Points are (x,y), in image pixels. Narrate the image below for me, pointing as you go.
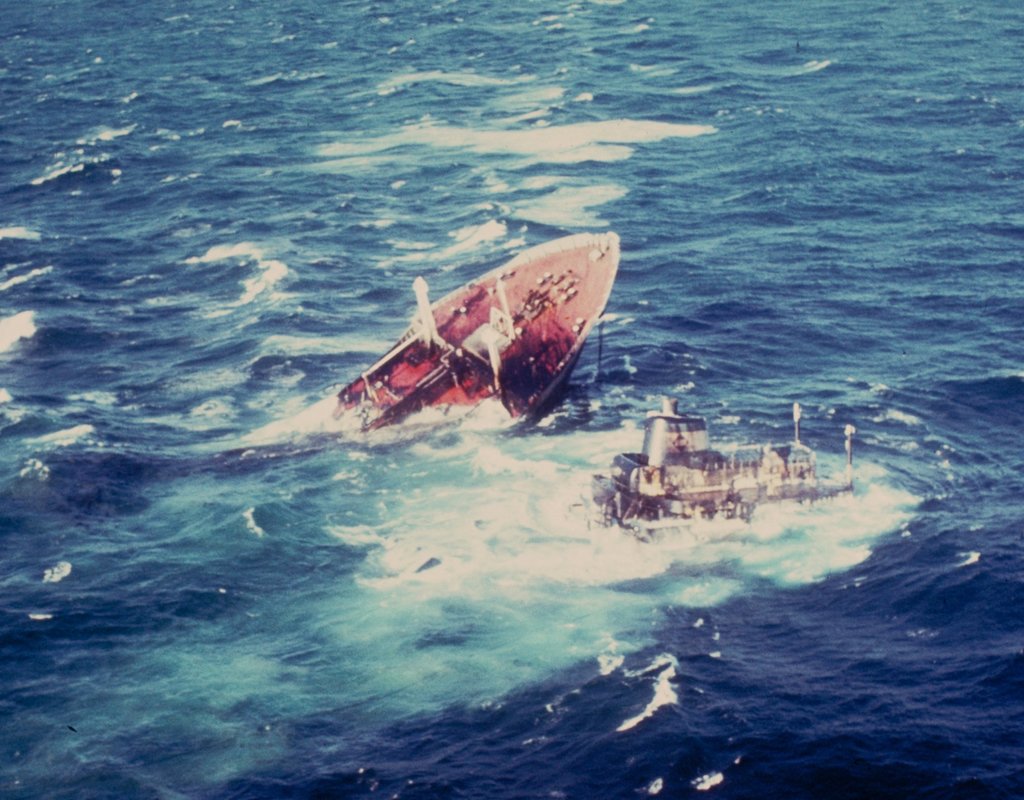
In this picture there are two ships (545,405) in the center of the image (466,401), it seems to be the ships (527,385) are going into the water (482,438) and there is water (283,292) around the area of the image.
